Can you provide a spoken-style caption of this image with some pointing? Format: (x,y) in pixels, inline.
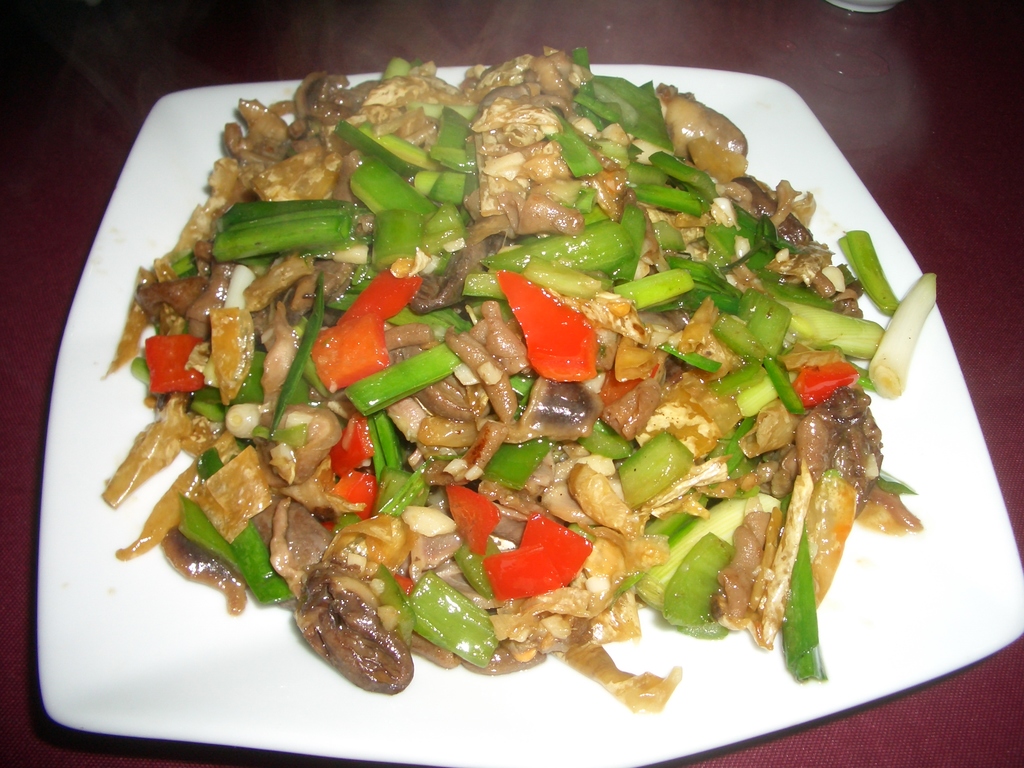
In this image I can see food (277,545) on the white plate (775,94). Plate (762,85) is kept on the red surface (823,111).
